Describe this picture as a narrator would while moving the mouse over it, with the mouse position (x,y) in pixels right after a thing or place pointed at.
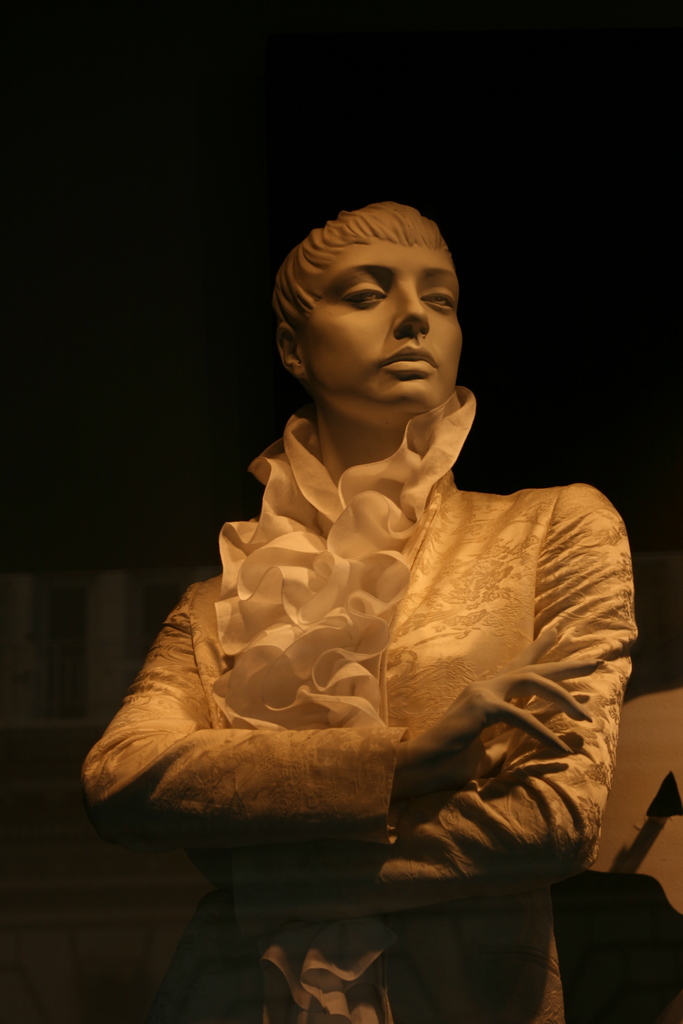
In this image we can see a statue (372,514) and a dark background (262,93).
